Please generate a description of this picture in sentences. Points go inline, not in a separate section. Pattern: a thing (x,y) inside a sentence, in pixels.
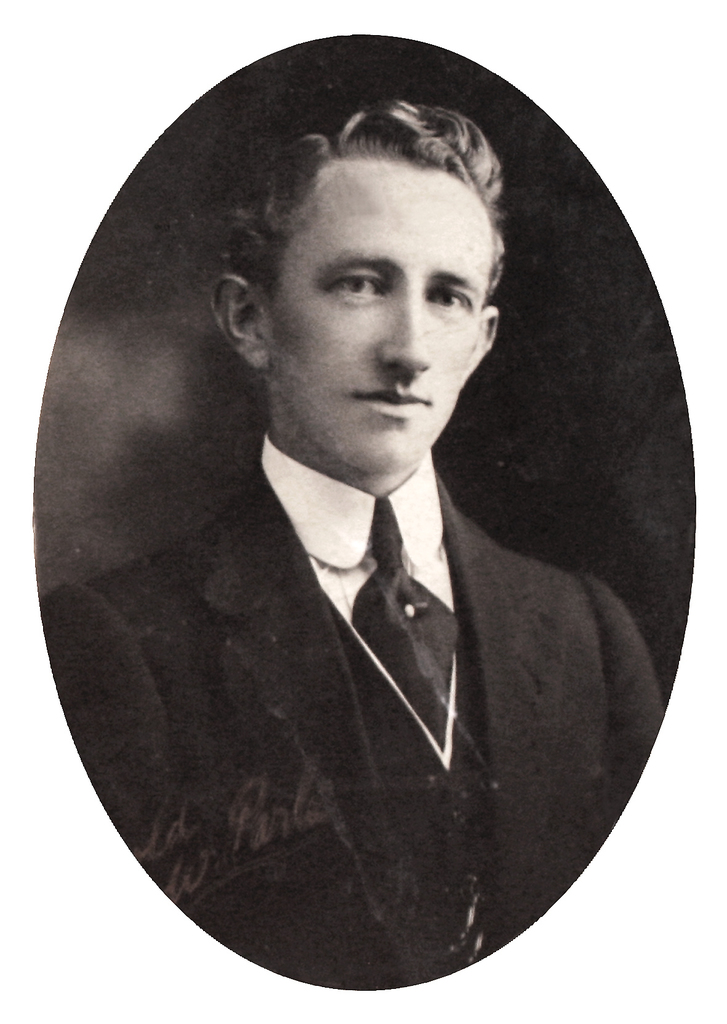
This picture is a black and white image. In this image we can see one man (462,610) in a suit (255,768), some text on the image and there is a black background (199,139).
